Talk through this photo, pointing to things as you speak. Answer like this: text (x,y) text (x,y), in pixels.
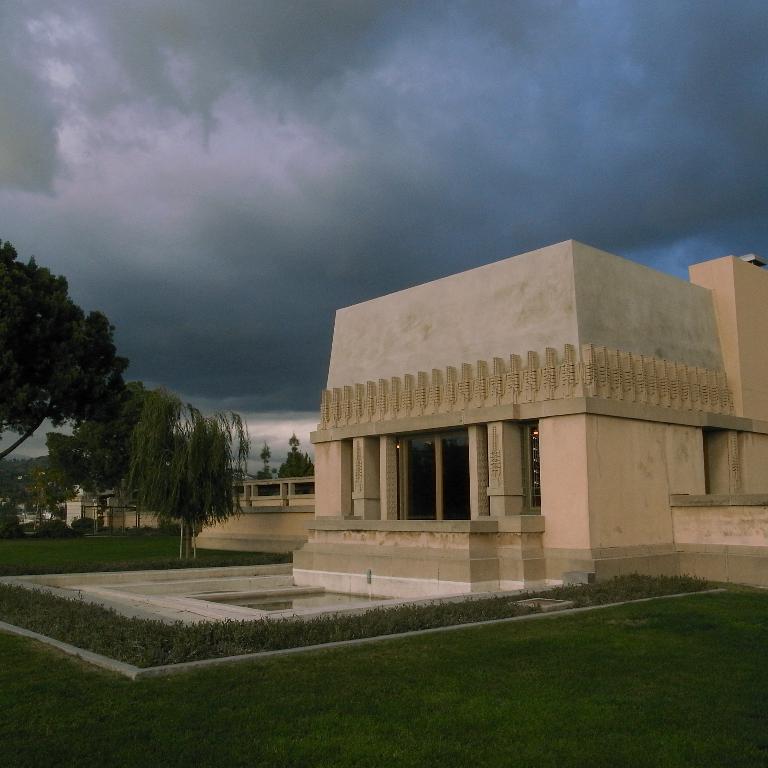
In this picture we can see few buildings (283,478) and trees (170,441), in the background (166,287) we can find clouds (348,204).
